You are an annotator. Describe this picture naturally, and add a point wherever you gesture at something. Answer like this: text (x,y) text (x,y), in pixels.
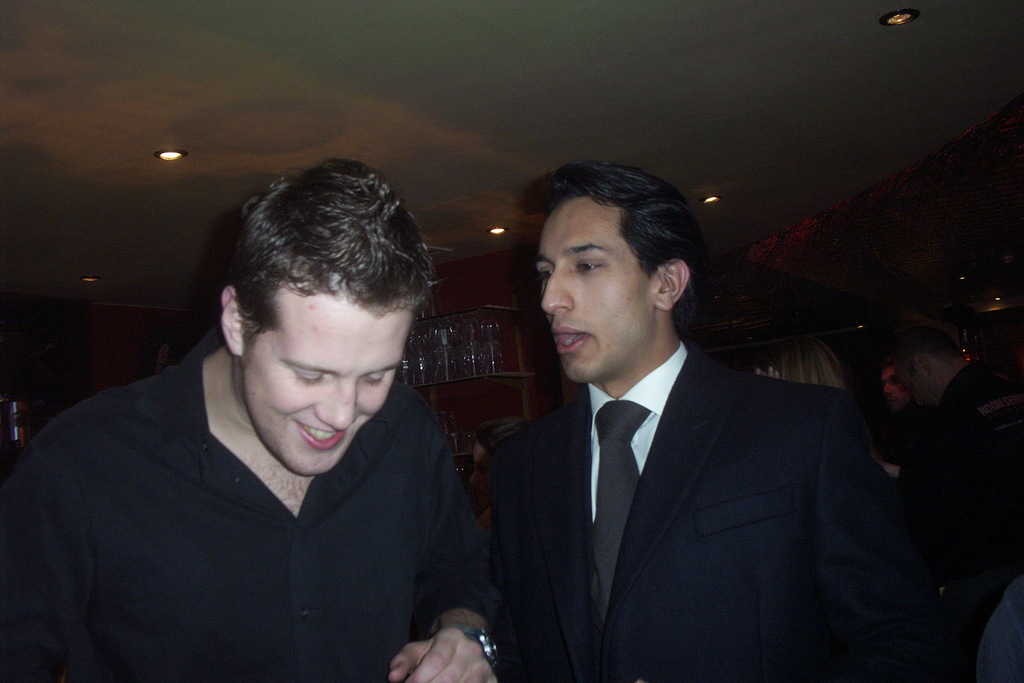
In this picture we can see a group of people (359,535) standing on the floor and a man (204,529) in the black shirt (277,526) is smiling. Behind the man (281,367) there are glasses (476,353) in the rack (521,374). At the top (164,150) there are ceiling lights (177,153).
